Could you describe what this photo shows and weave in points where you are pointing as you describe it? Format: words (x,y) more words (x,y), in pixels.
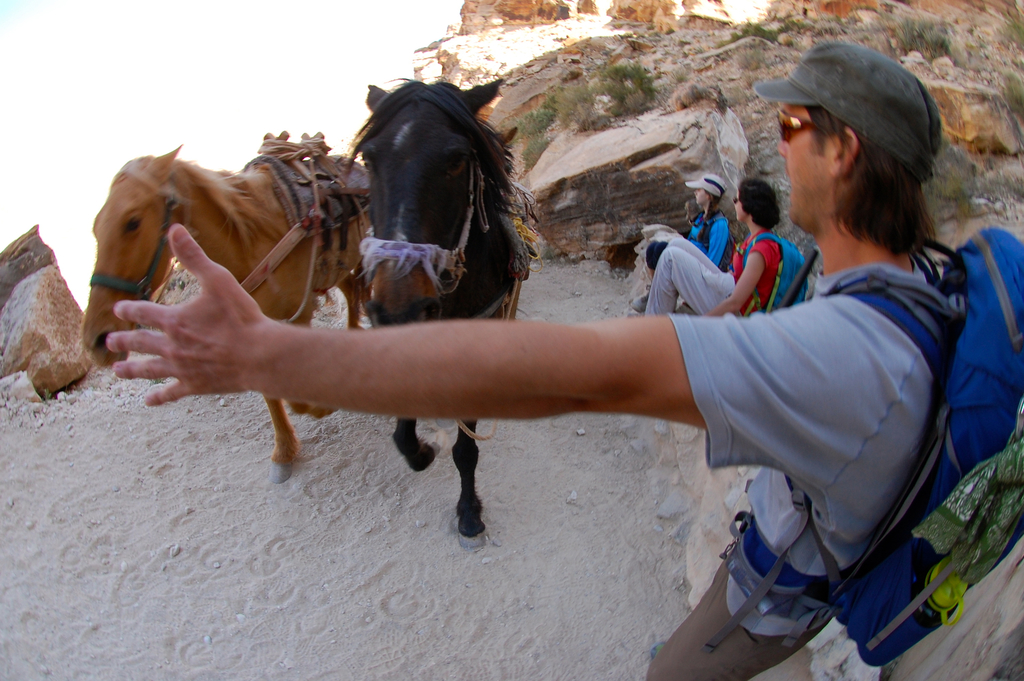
In the image there are two horses (337,228), they are moving on the sand (394,533) and beside the horses (413,299) there are two women (679,257) sitting on the rock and a person (834,380) is standing and trying to stop the horses (418,286), he is wearing a backpack (985,381) and in the background (505,120) there are many huge rocks (721,37).
